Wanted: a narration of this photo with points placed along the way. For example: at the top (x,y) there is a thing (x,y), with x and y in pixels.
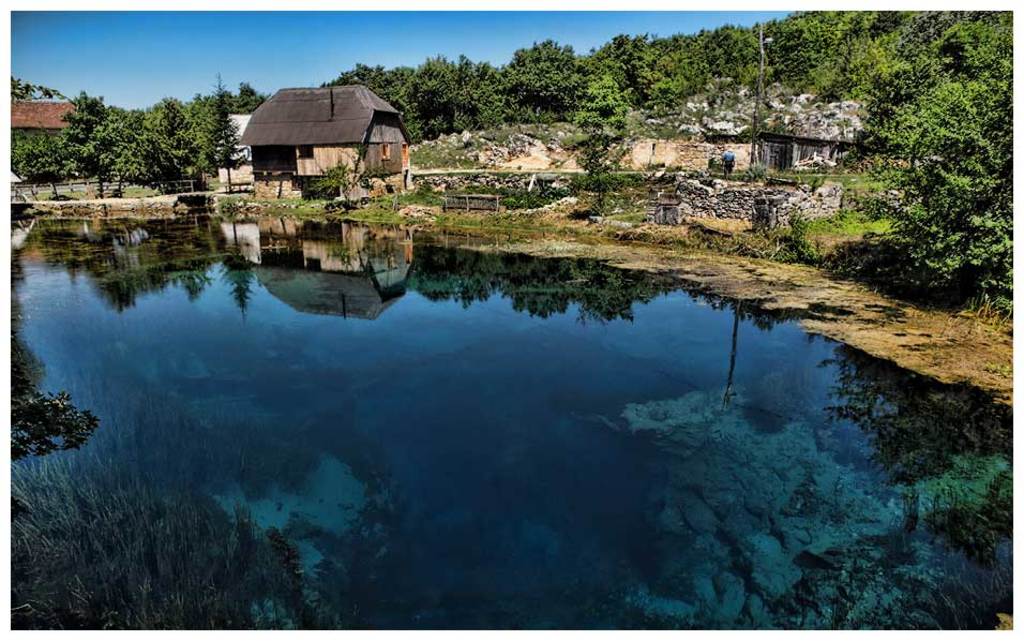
To the bottom of the image (276,472) there is water (409,364). Behind the water (367,220) there are many trees (471,106), stone walls (749,187), poles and also there is hut (334,133) with roof (297,131). To the top of the image (119,96) there is a sky (297,66).
